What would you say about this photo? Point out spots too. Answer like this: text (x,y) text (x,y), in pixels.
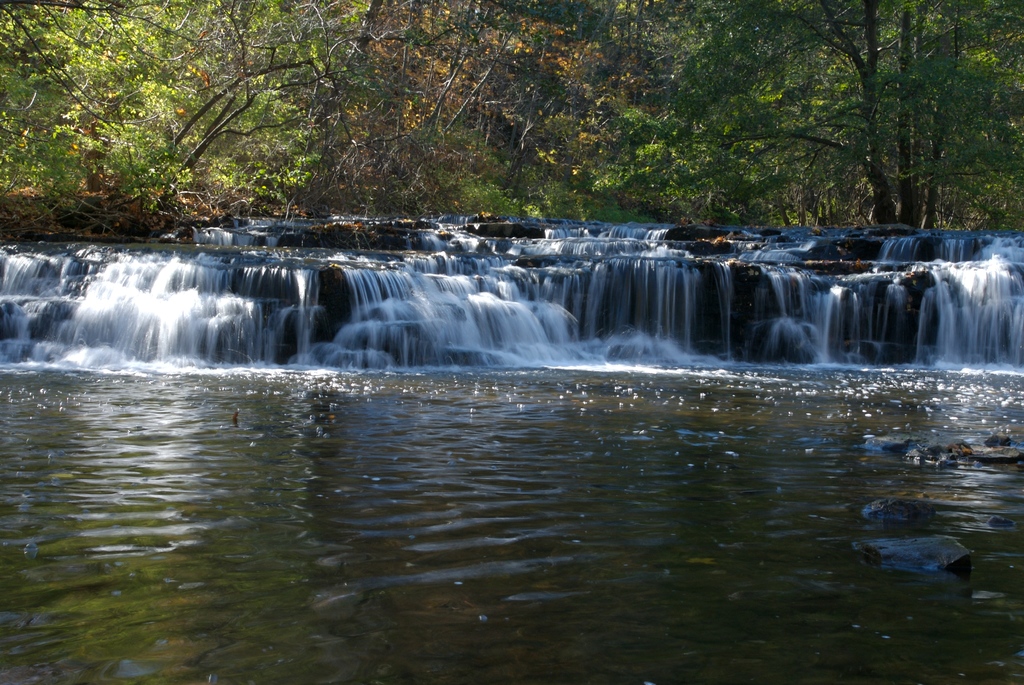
In the foreground of the picture (694,288) we can see waterfall (509,278) and water body (298,491). In the background (419,112) there are trees (345,150).
